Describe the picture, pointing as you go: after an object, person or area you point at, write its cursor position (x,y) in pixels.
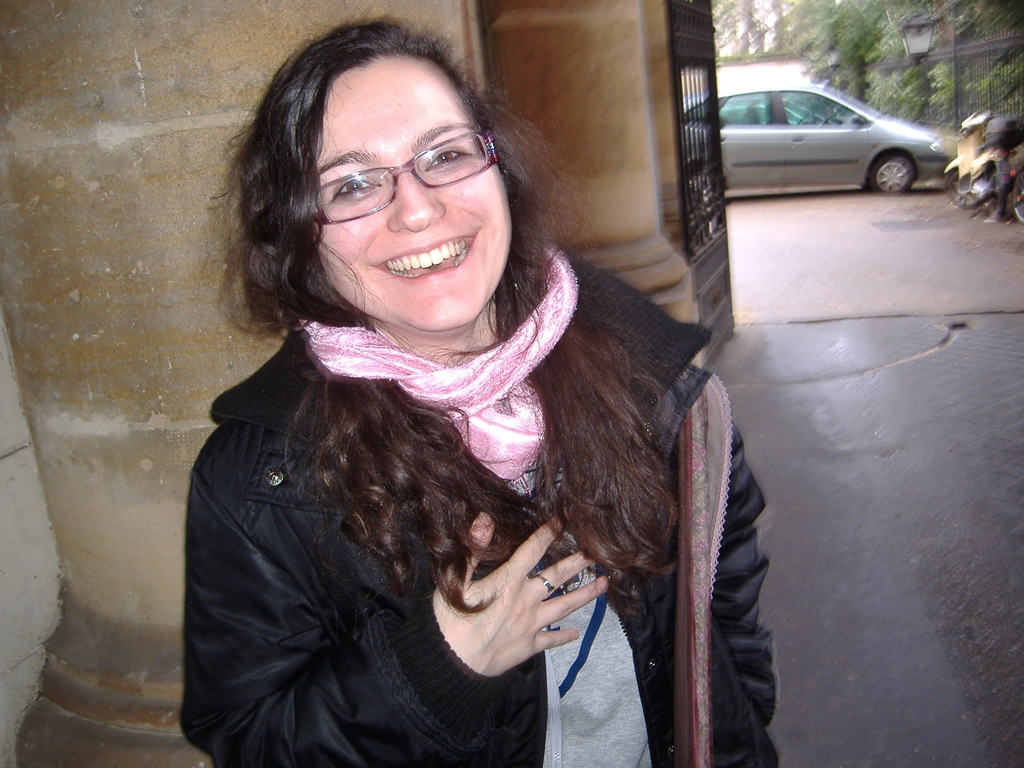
In the image we can see a woman (337,366) wearing clothes (287,444), spectacles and she is smiling. Here we can see floor (903,492), gate (695,209), wall (593,110) and vehicles (803,141). Here we can see trees (894,43) and the fence (956,89).
